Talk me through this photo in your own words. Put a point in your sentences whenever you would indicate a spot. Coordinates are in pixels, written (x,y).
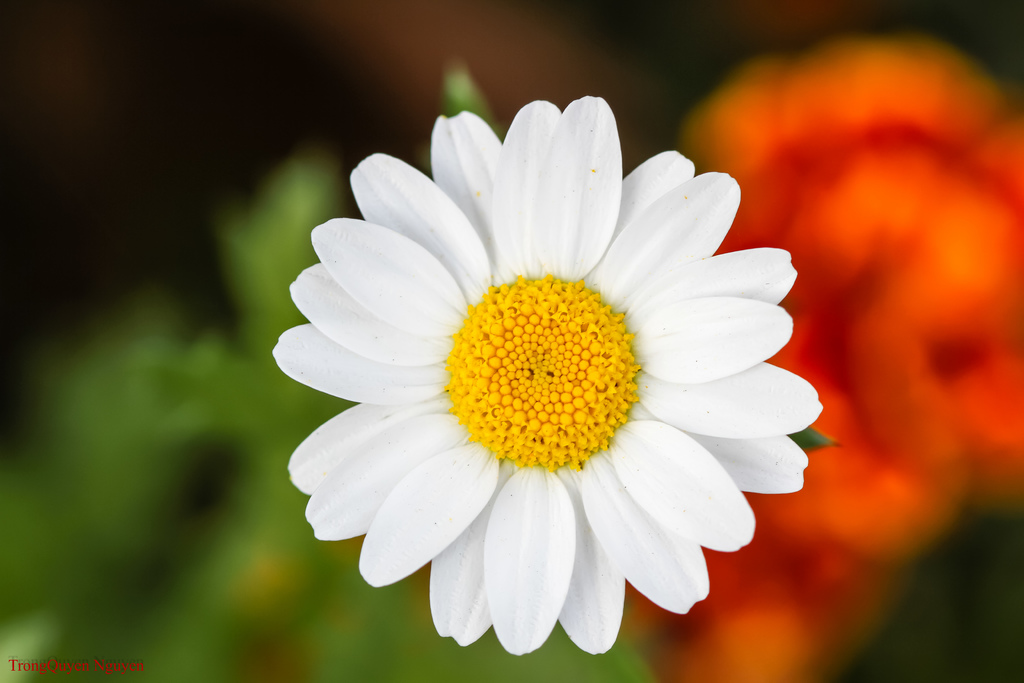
In the image we can see there is a white colour flower (576,384). Background of the image (880,377) is blurred.
